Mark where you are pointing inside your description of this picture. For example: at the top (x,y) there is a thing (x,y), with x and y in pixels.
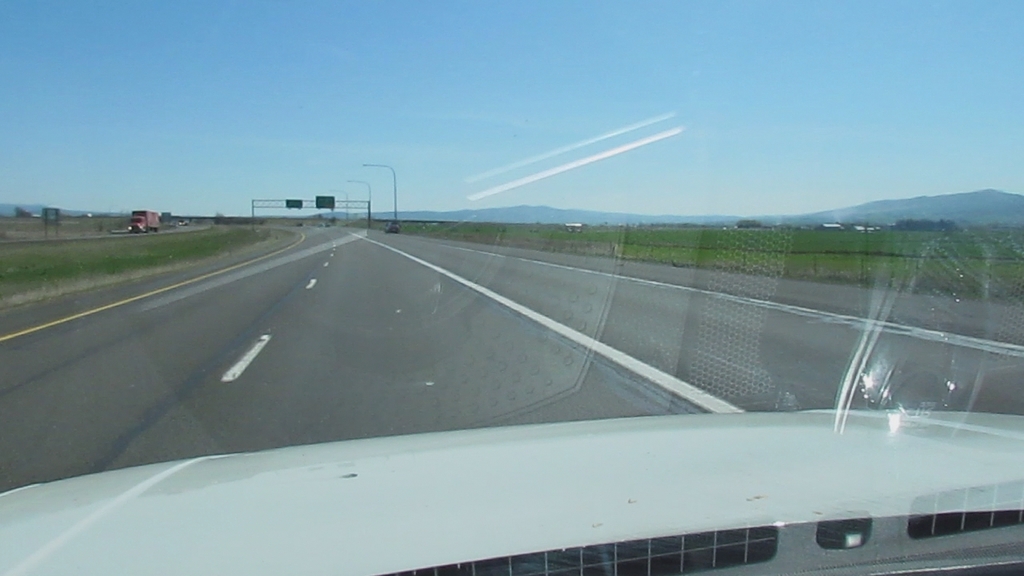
This picture is taken in a highway (452,333) on either side of the road (439,264) there is grass land (562,242), in left side (149,232) there is vehicle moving in the background (352,209) there are poles (310,204), mountains (608,219) and sky (472,96).
